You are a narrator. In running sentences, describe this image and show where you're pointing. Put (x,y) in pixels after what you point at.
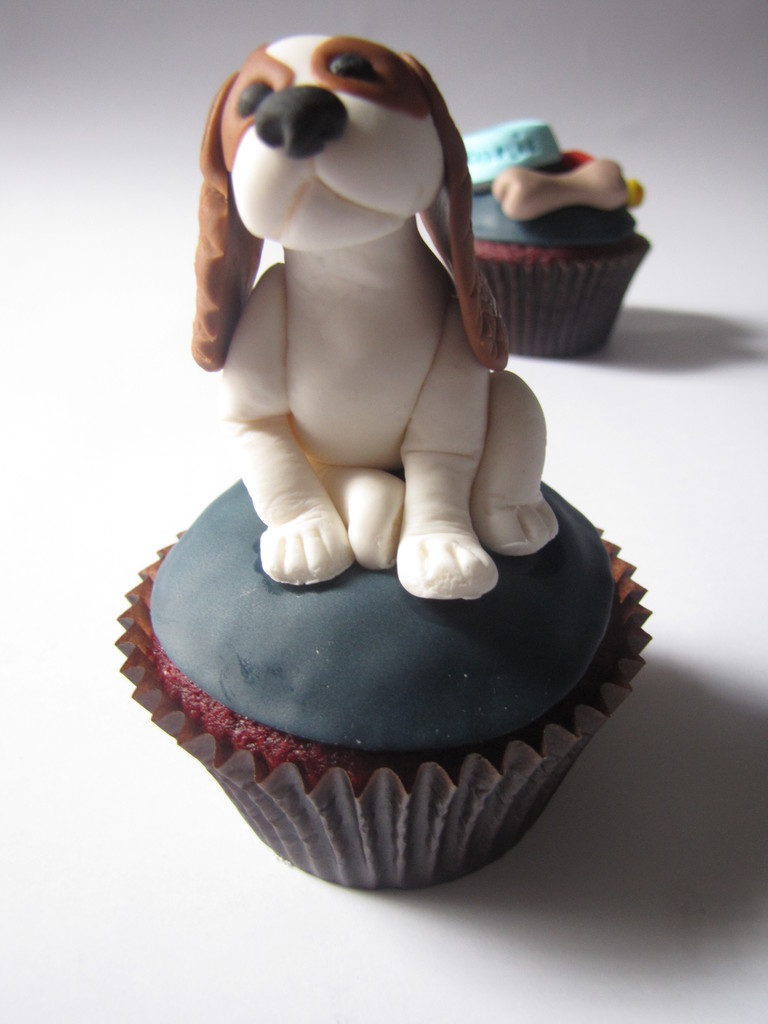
In this image we can see cupcakes (413,663).
